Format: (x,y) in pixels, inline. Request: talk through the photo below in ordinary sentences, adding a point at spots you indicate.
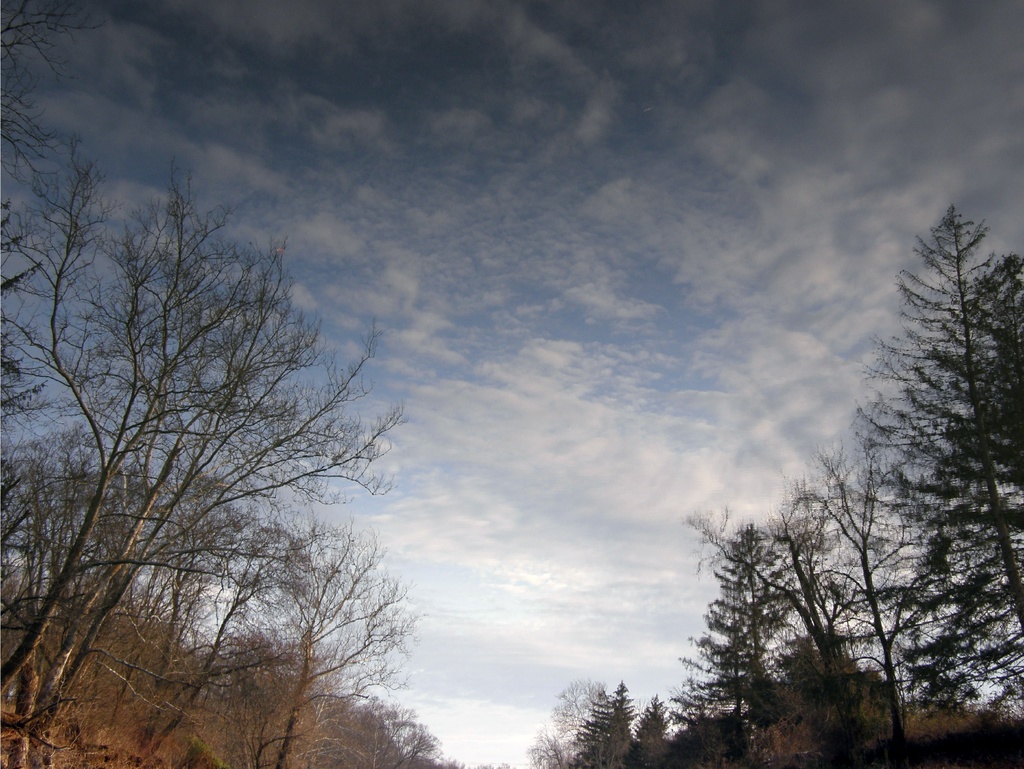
In this image we can see a group of trees (728,695). At the top of the image (579,75) we can see the cloudy sky (613,208).
